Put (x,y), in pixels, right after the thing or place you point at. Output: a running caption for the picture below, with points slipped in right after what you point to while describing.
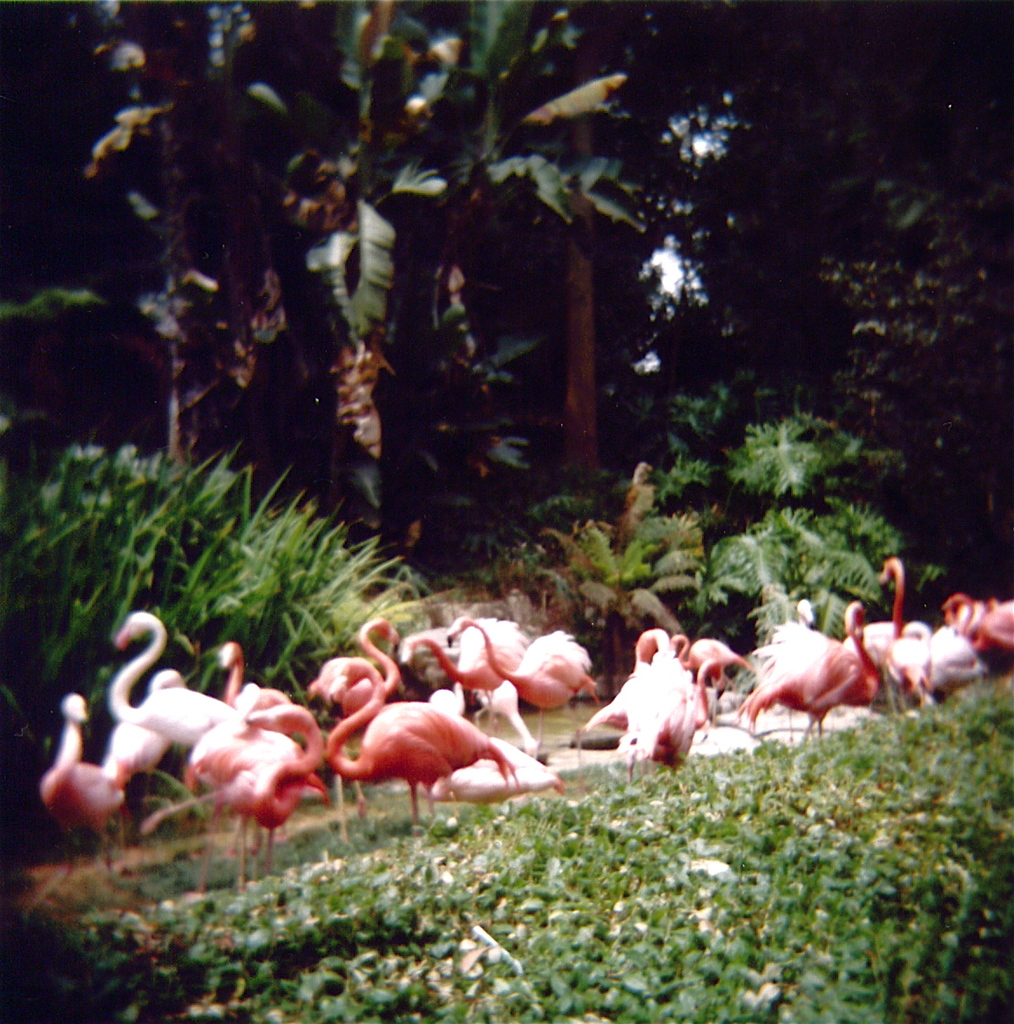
In this picture we can see many flamingos (395,662) on the ground (193,875). On the bottom (283,920) we can see grass (716,938). In the background (694,315) we can see plants (126,494) and many trees (357,337). Here it's a sky (664,253).
